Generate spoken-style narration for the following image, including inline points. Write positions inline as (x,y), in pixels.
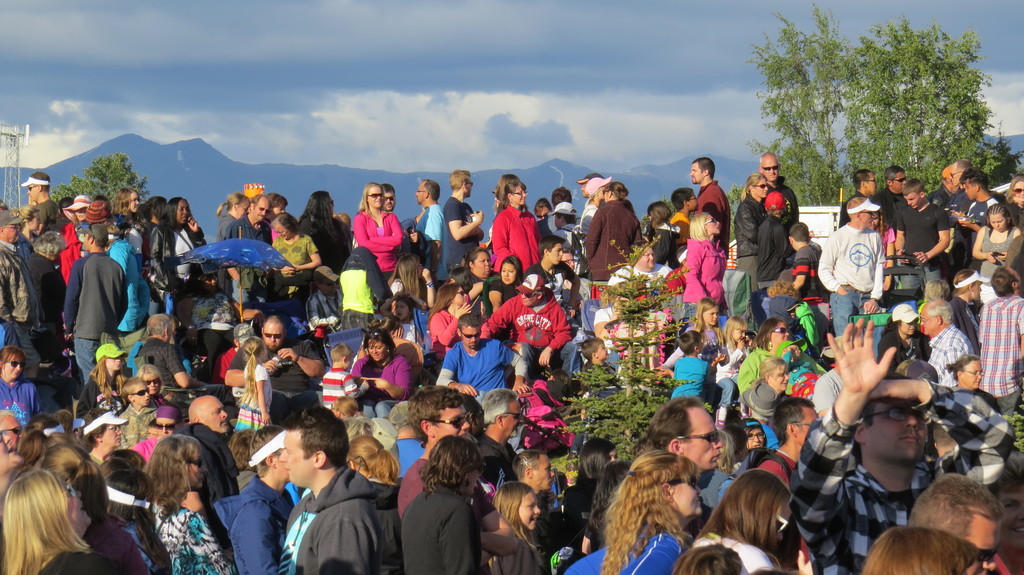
In this image there is a huge crowd of people (783,393). There is a plant (663,400) in the middle (656,307). There are trees (106,175). There are mountains (411,203) in the background (79,159). There are clouds (622,119) in the sky (49,150).
